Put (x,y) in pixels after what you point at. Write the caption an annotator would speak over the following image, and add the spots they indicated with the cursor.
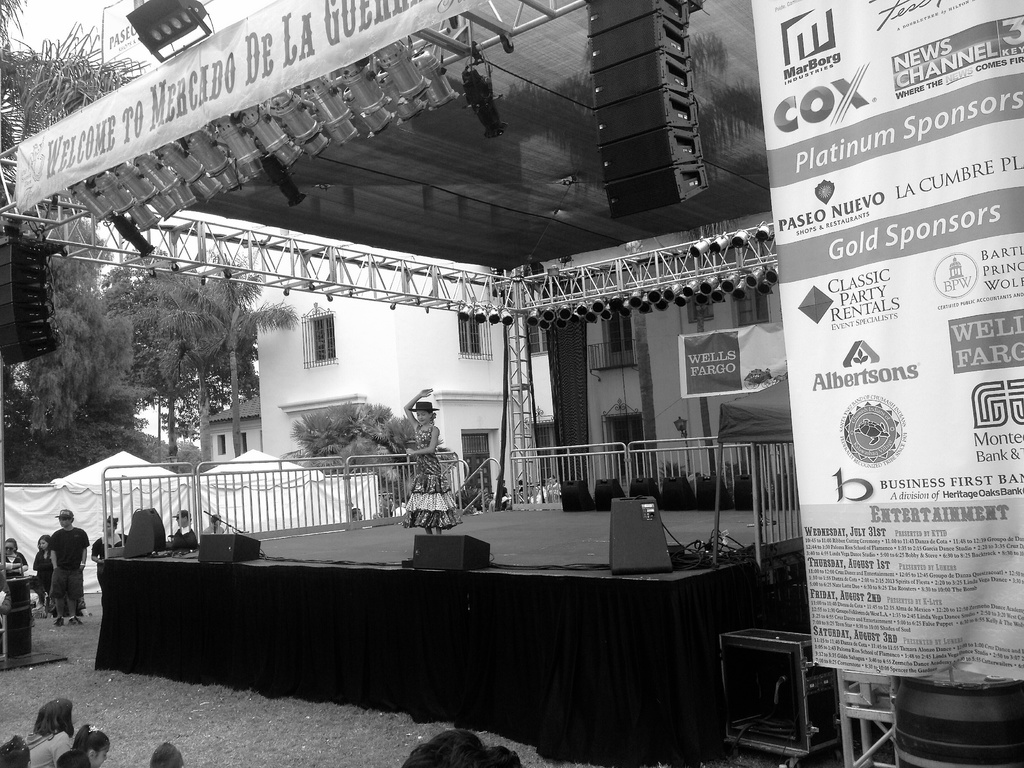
This is black and white image, in this image a girl (426,486) performing, on a stage (708,597) the stage (708,597) is surrounded with lighting (200,141), on the left side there is banner (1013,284), on that banner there is some text (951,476), in front of the stage (177,661) there are people (168,761) sitting on the ground (131,738), beside the stage (113,554) there are people (39,565) standing, in the background (15,501) there is a curtain (15,501), building (360,352), trees (115,351).
